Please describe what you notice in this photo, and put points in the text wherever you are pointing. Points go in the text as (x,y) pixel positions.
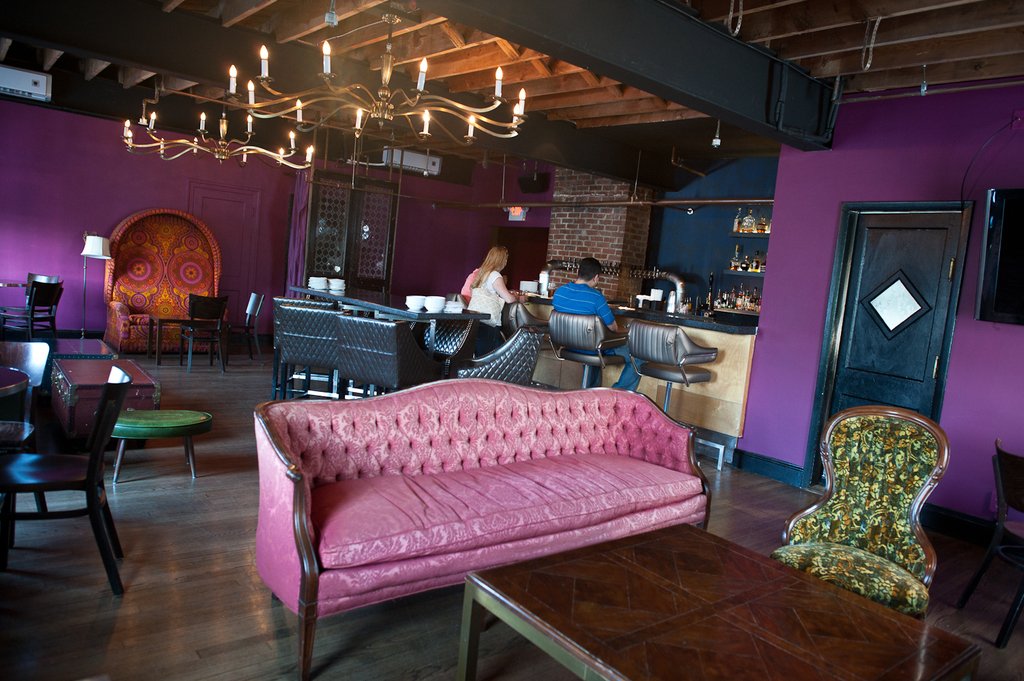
In this picture there is a man (568,296) sitting on the chair (577,340). There is a woman (495,346) standing and carrying a bag (477,309). There is a sofa (534,476), chair (796,524) and table (579,585). There are bowls (415,302), lamp (94,250) and a chandelier (387,115) on the roof (395,42). There are few bottles (758,271) in the shelf (763,271). There is a door (890,288).
